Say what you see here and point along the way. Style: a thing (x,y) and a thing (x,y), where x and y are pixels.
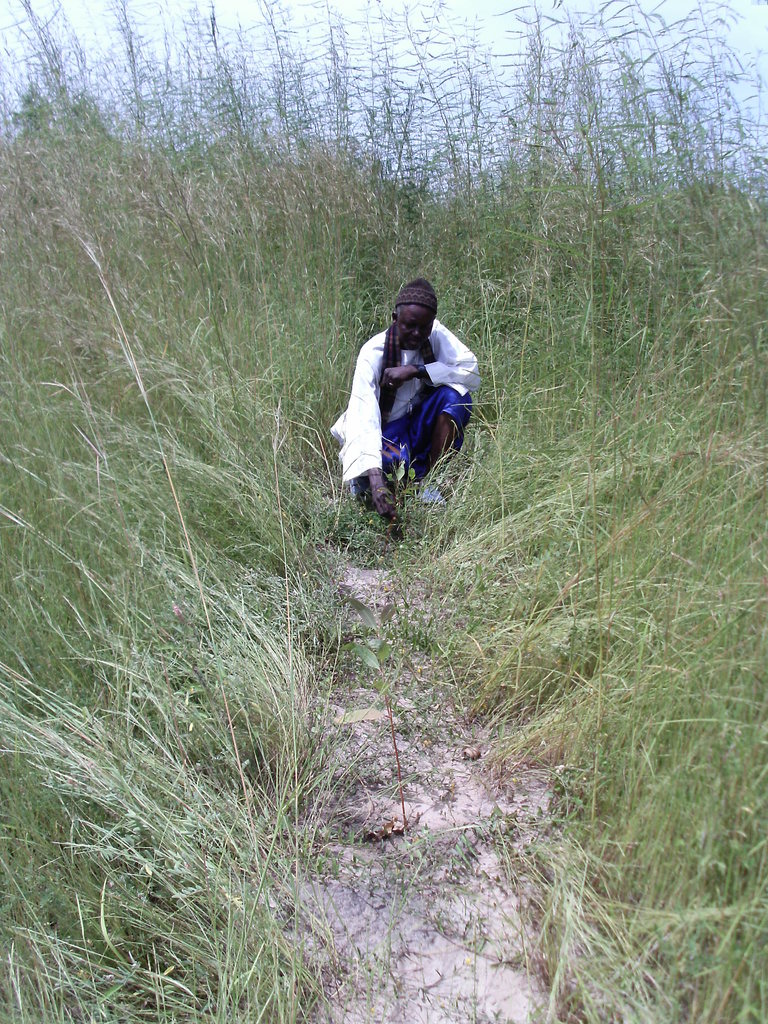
In this image we can see a person (387,398) sitting on the ground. And we can see the plants (388,197) and the sky (447,74).
